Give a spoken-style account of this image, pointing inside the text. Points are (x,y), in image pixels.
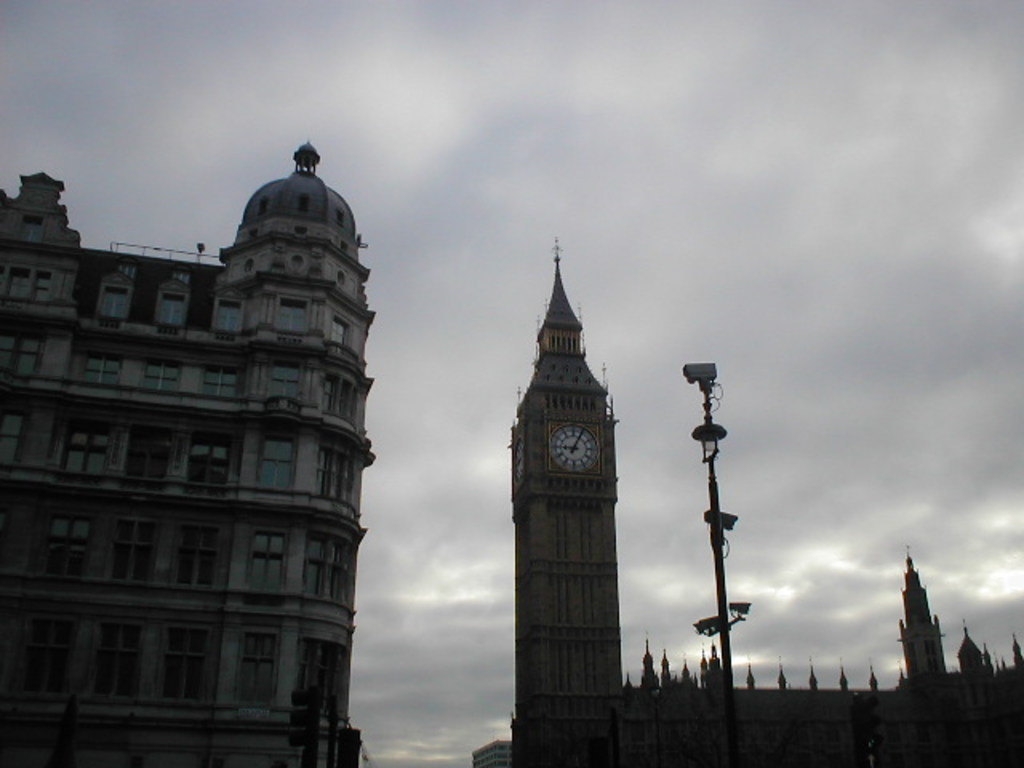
In this image we can see the buildings (670,721) with windows (330,378) and a clock (561,463). In front of the building (556,765) we can see a pole (716,531) with the cameras (703,379). In the background (709,124), we can see the sky (760,124).
